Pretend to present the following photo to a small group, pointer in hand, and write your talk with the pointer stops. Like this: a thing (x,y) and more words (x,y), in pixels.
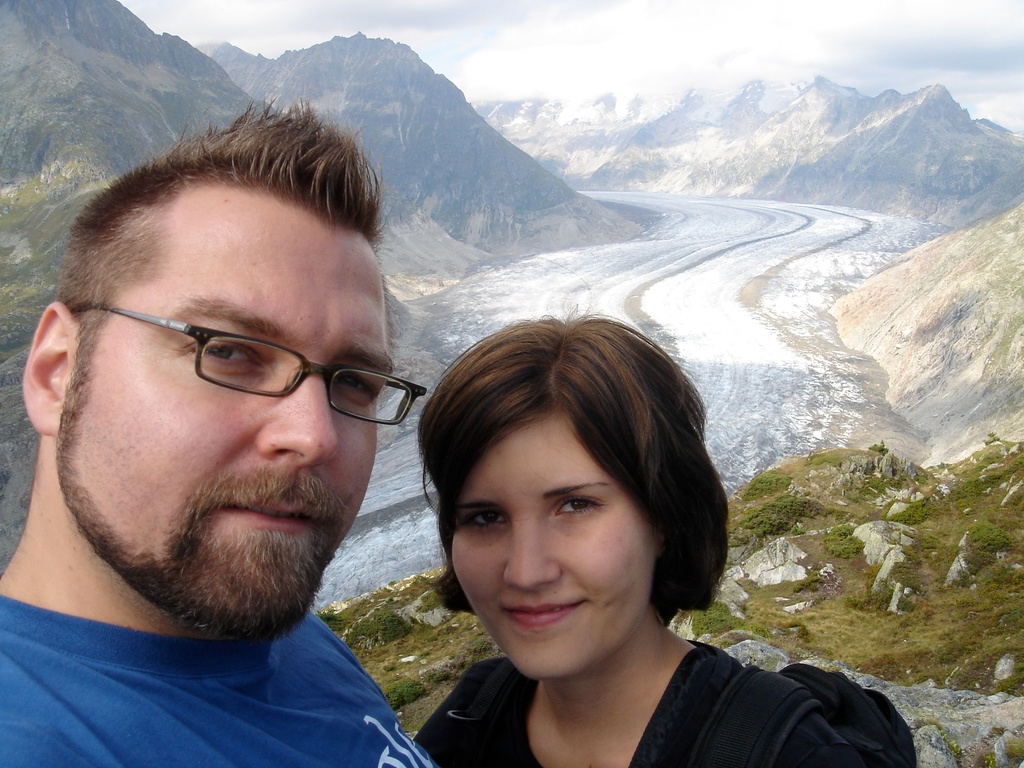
In this picture I can see a man (211,537) is looking at this side, he wore blue color t-shirt (186,697). In the middle (564,350) a woman (620,642) is looking at this side. She wore black color t-shirt (698,714), in the middle (656,332) there is the glacier (729,307) in the valley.
